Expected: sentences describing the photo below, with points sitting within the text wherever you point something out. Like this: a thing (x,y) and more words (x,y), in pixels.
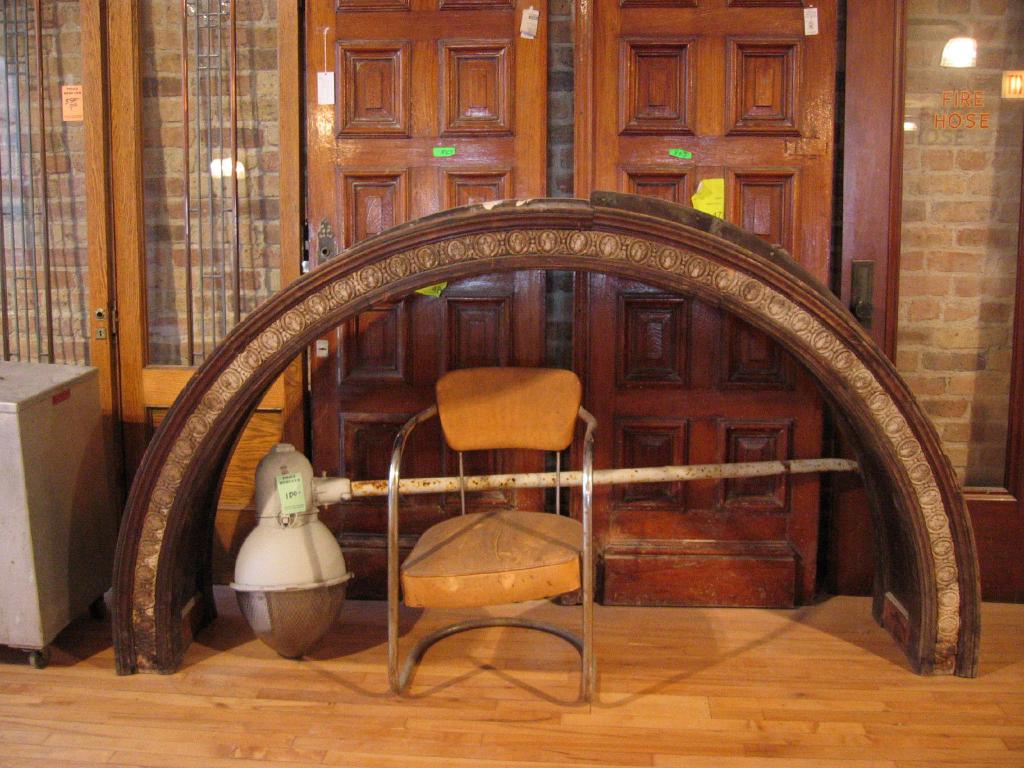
In this image there is a chair (490,574) at bottom of this image (508,598) and there is a wooden object (253,379) as we can see in middle of this image (359,277) and there is a door (771,162) in the background (690,119) and there is a window (252,221) at left side of this image (187,282) and there is one object (19,544) placed at bottom left corner of this image (69,529) which is in white color.
